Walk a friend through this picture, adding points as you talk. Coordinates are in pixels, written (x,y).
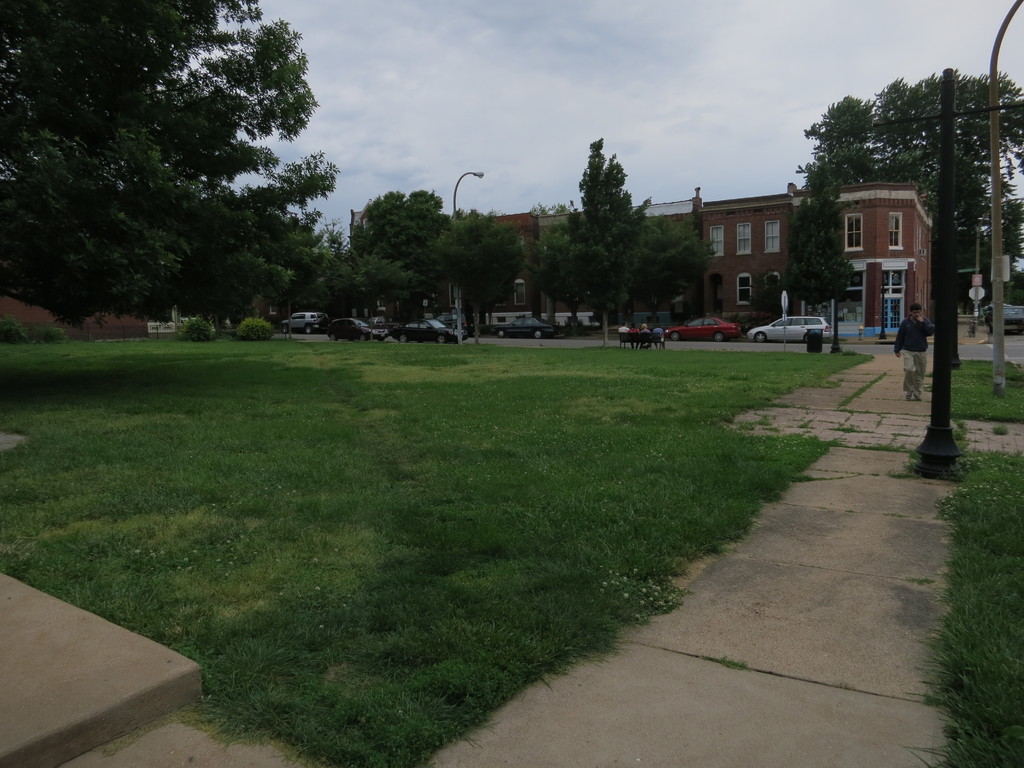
As we can see in the image there is grass (305,437), vehicles (790,320), few people (646,339) sitting on bench (662,345), trees (144,218), street lamp (882,300), current pole (994,368) and building (858,236). At the top (699,45) there is sky (679,28).
